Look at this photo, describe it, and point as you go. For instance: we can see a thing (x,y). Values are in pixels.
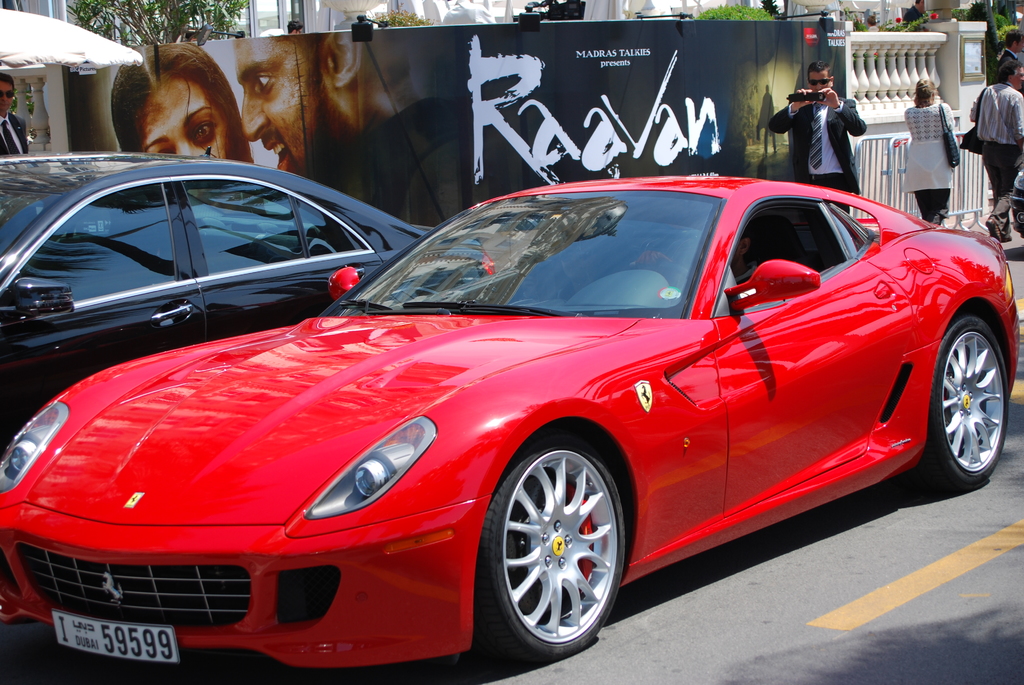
In this image in the center (583,320) there are two cars (514,323), and in the background (487,62) there is a board (495,91) and some persons (802,109) and one person (816,108) is holding a mobile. And there are buildings (279,5), trees (84,21), on the left side (75,45) there is an umbrella (40,41). At the bottom (694,590) there is road (713,592).
